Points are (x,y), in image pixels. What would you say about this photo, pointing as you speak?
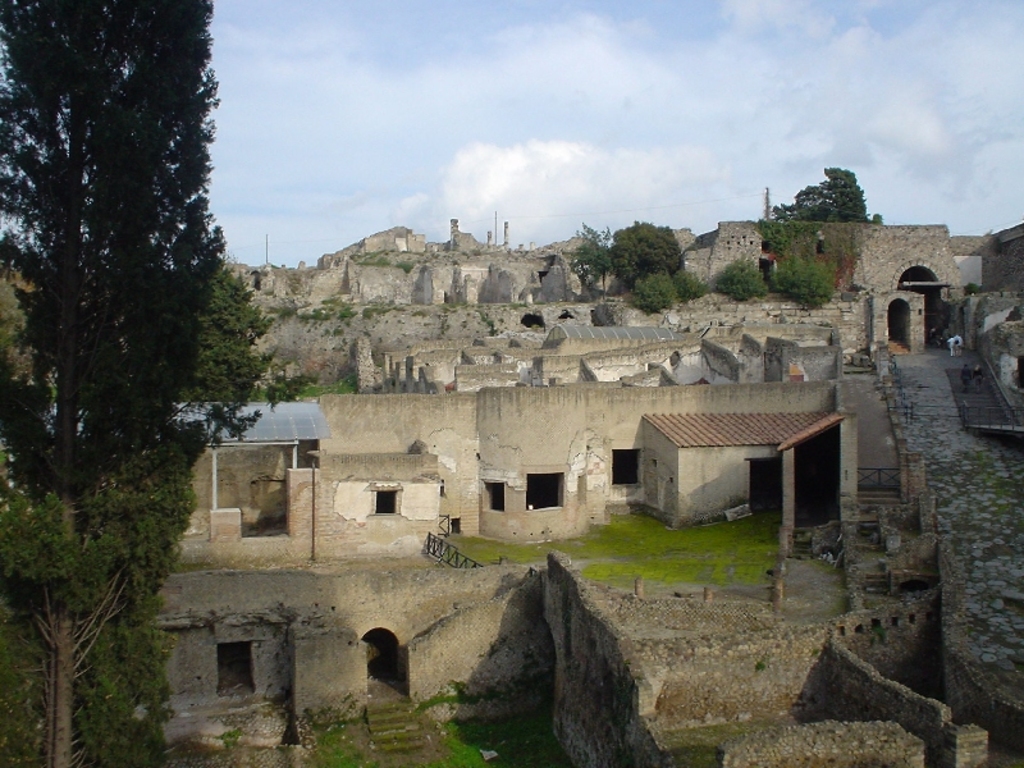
This is a fort (597,522). Here we can see grass (527,548), fence (480,562), people (970,373) and trees (795,278). Sky (620,147) is cloudy.
